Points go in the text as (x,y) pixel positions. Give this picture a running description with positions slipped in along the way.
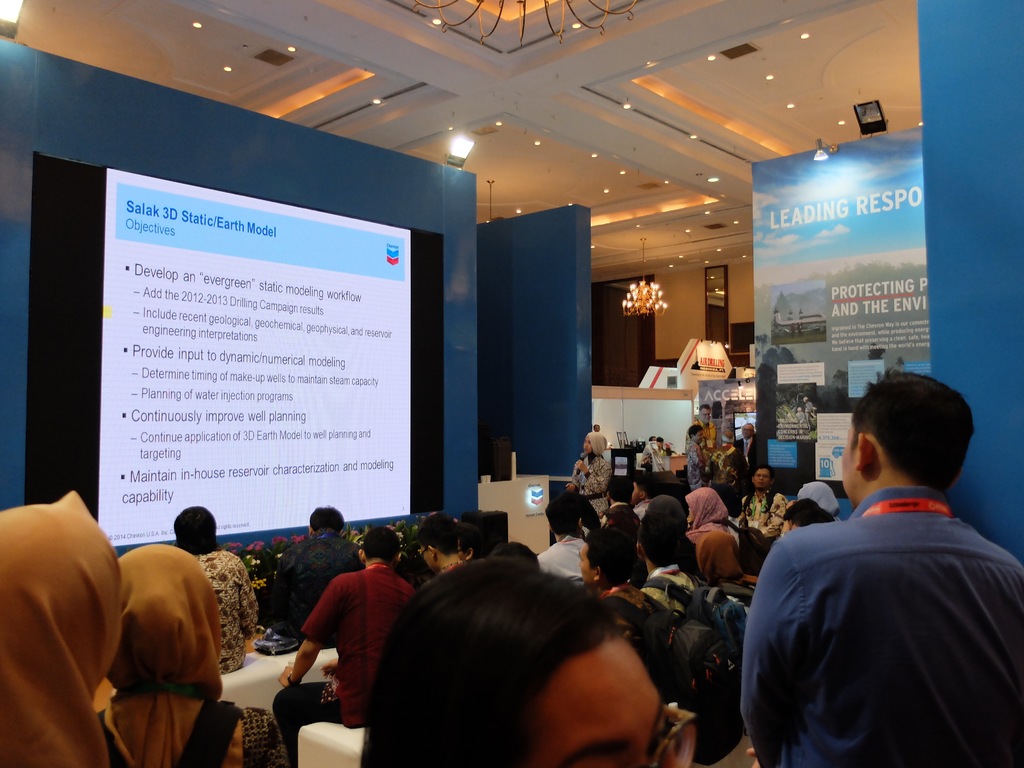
In this picture there are people (187,688) and we can see banner (746,392), screen (327,453) and objects (616,451). In the background of the image (630,312) we can see wall (683,309), chandelier (650,305), lights (706,261) and mirror (712,284).
